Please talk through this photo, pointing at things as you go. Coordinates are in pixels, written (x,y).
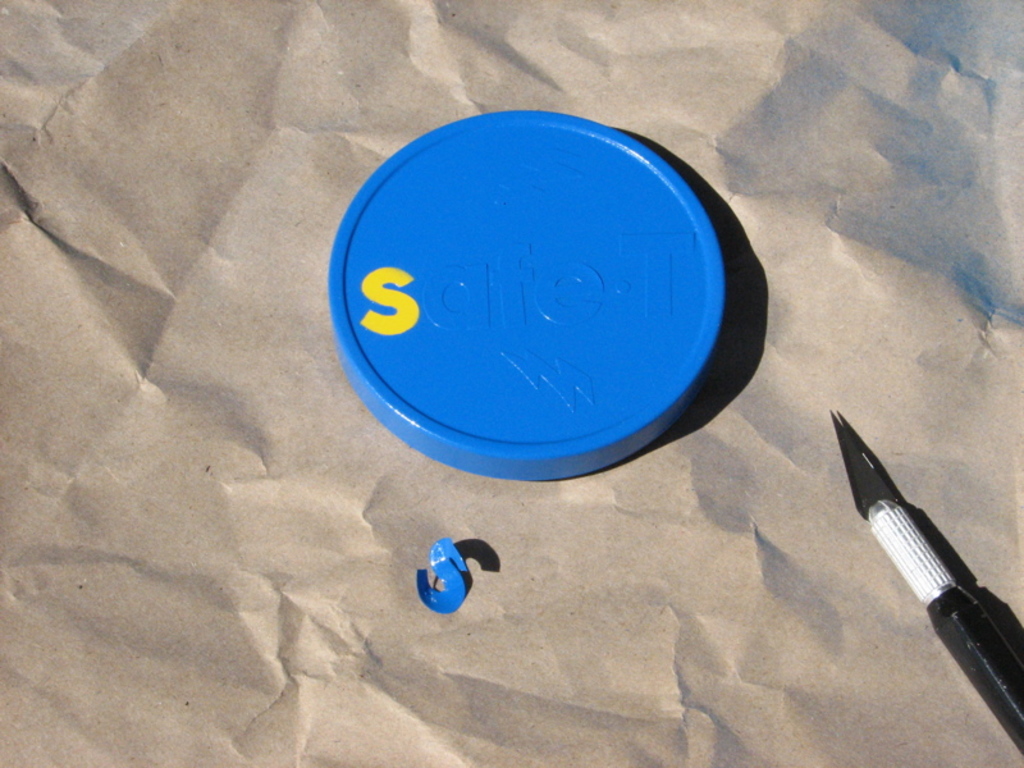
This image consists of a lid (442,312) in blue color. At the bottom (342,631), there is a paper (173,487) in brown color. On the right (867,516), there is a knife (1000,687).
